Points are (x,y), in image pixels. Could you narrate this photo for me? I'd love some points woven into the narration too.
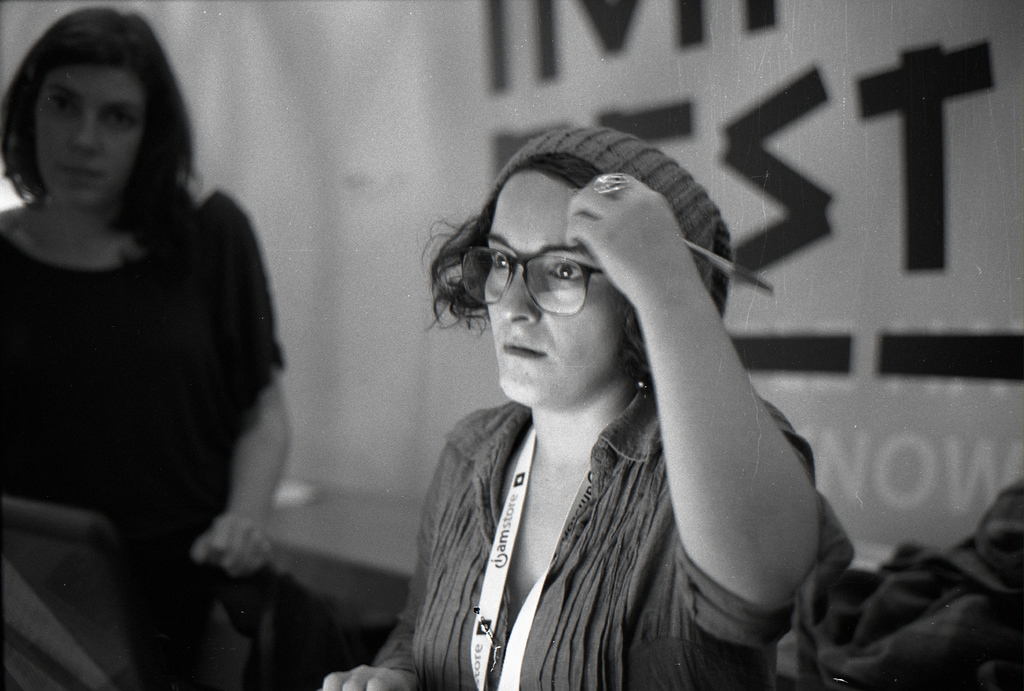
It is a black and white picture of two women (605,521) and one woman (544,499) is wearing an identity card (493,588). In the background (794,61) there is some black color text (922,346) on the wall (903,456).
